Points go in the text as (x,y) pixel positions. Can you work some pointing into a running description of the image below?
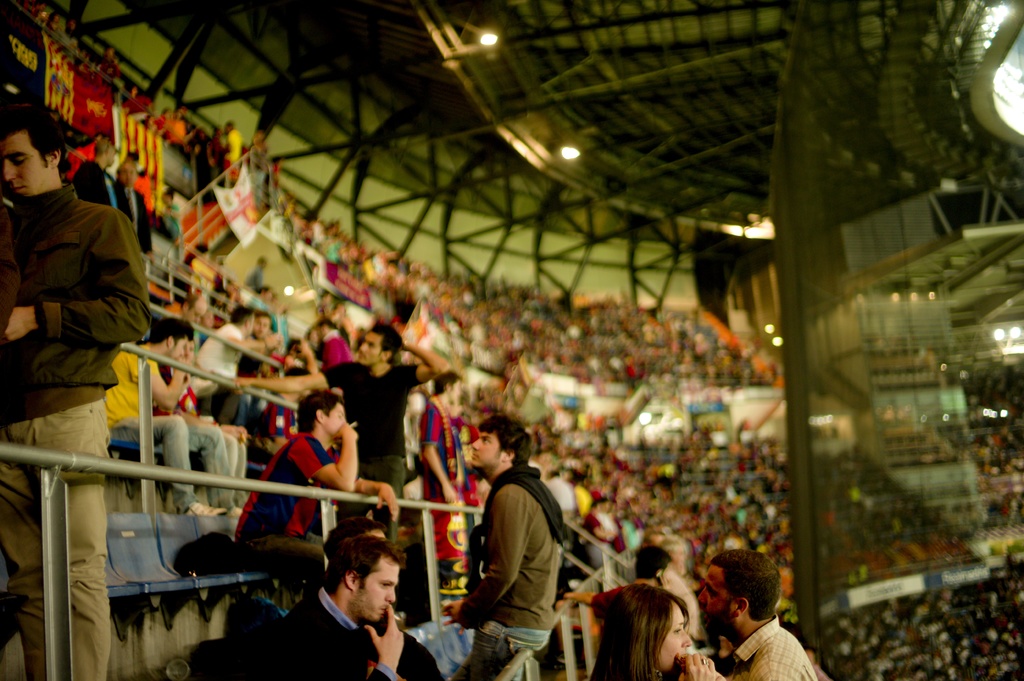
In this image, in the front (258,427), we can see people (619,595) and some are holding cigarettes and we can see rods (235,479) and chairs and there are flags (127,146). In the background (140,191), there is a crowd (865,566) and we can see a cloth (846,309), lights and at the top (724,61), there is a roof (670,41).
